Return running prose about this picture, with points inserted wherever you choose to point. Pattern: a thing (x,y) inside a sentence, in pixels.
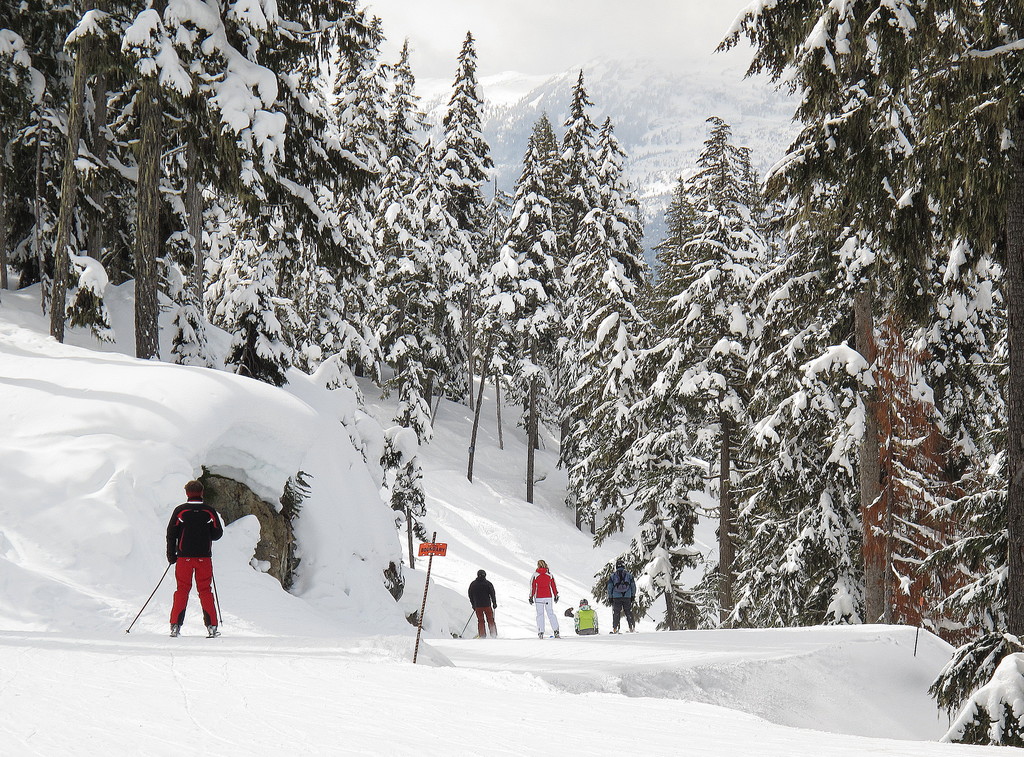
In the image there are few people (545,584) skiing on the snow (41,674) and in the back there are trees (1015,389) with snow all over it, over the whole background there are trees (620,145).
